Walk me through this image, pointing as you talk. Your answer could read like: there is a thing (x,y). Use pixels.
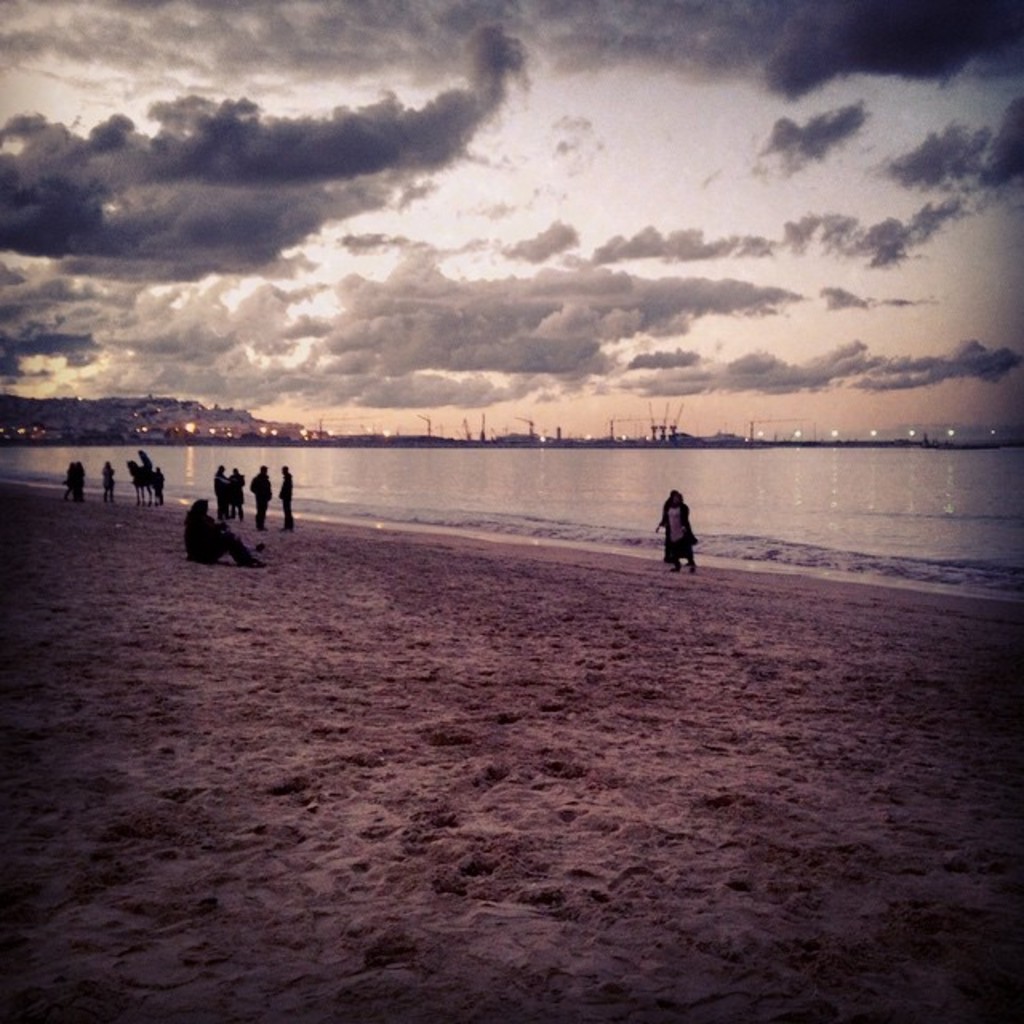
In this image I can see few people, water (412,462), mountains (98,423), poles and lights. The sky (544,236) is cloudy.
